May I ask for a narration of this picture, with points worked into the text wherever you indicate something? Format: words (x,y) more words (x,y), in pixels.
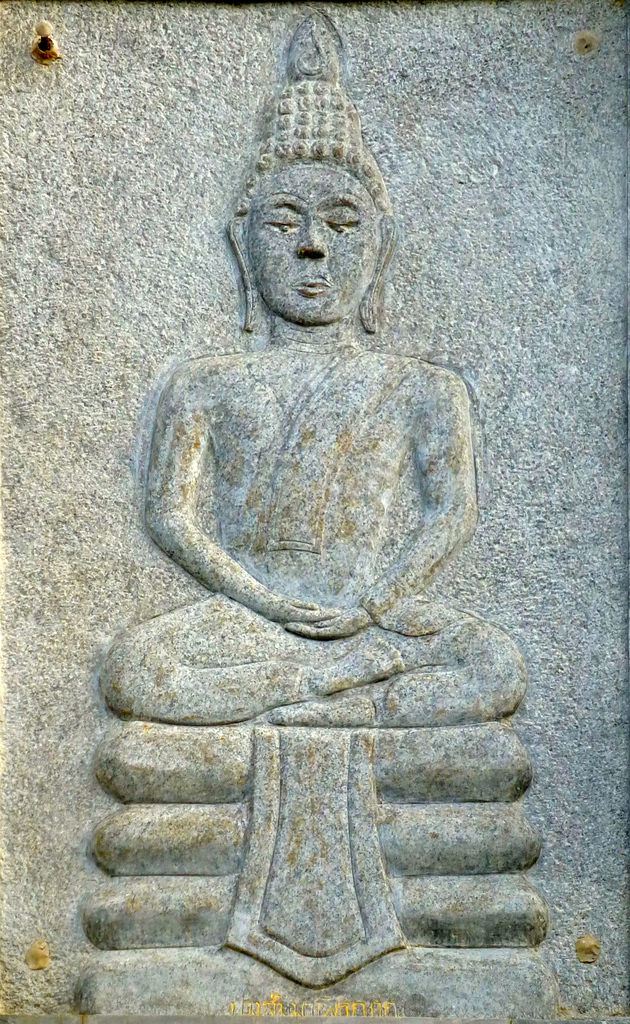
In this picture we can see sculpture (222,715) on the wall (437,146).
